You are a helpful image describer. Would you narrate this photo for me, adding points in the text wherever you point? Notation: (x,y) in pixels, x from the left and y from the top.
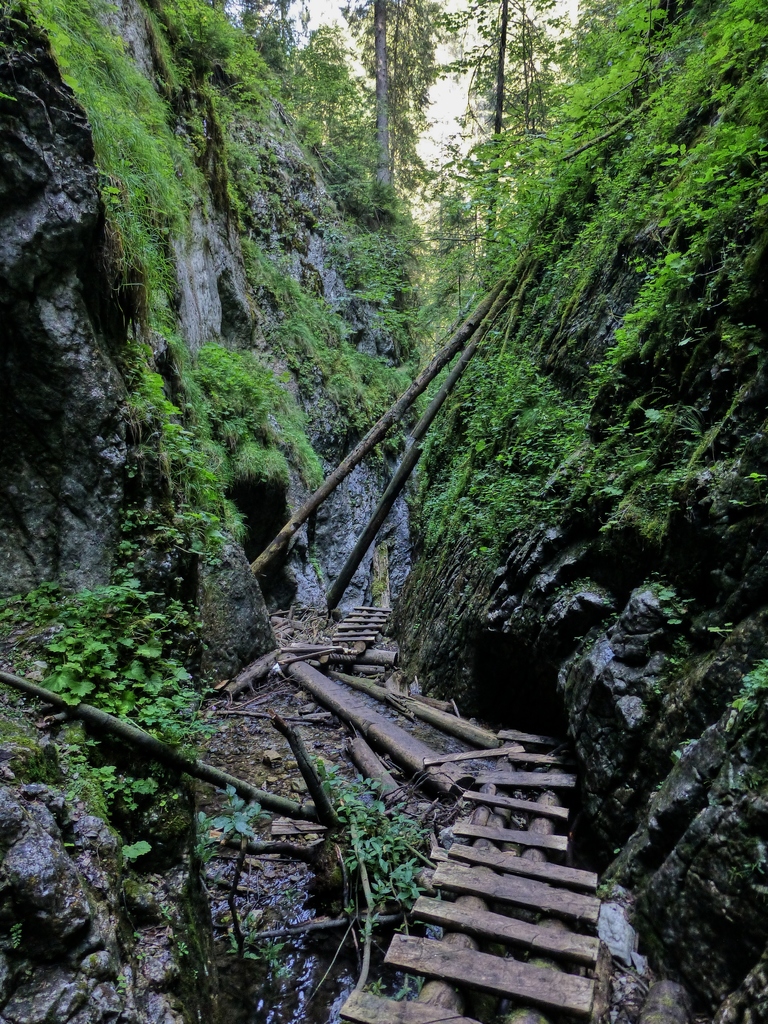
In this image there are rocks (314,197) on which there are plants (197,109) and some algae (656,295). At the bottom (439,880) there are wooden sticks (314,782) on the ground (271,733). In the background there are trees (512,62).
